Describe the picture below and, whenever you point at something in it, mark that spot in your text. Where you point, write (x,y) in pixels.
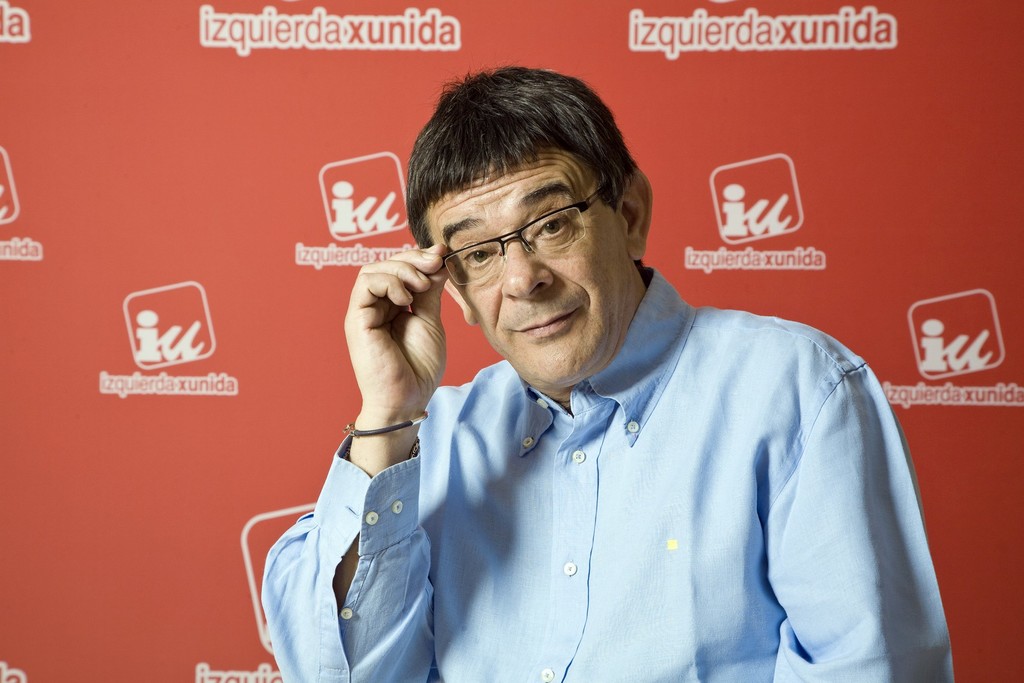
In this image we can see a man (607,482) wearing glasses (477,280). In the background (872,233) there is a board (326,175).
